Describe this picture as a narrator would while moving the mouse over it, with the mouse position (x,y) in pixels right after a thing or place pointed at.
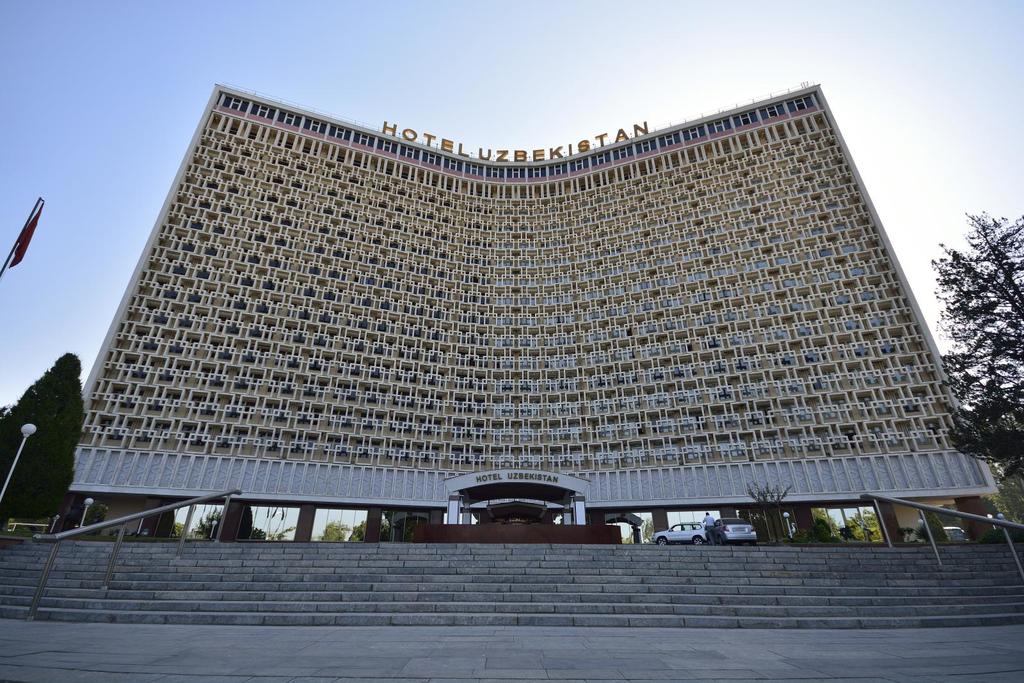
At the bottom of the image (694,652) there is a path (679,647) of a road (984,637) and stairs (388,559) of a building (438,440). Below the building (675,521) there are two vehicles (687,522) parked and besides of the building (661,520) there are trees (980,324). In the background (303,64) there is a sky (923,193).
